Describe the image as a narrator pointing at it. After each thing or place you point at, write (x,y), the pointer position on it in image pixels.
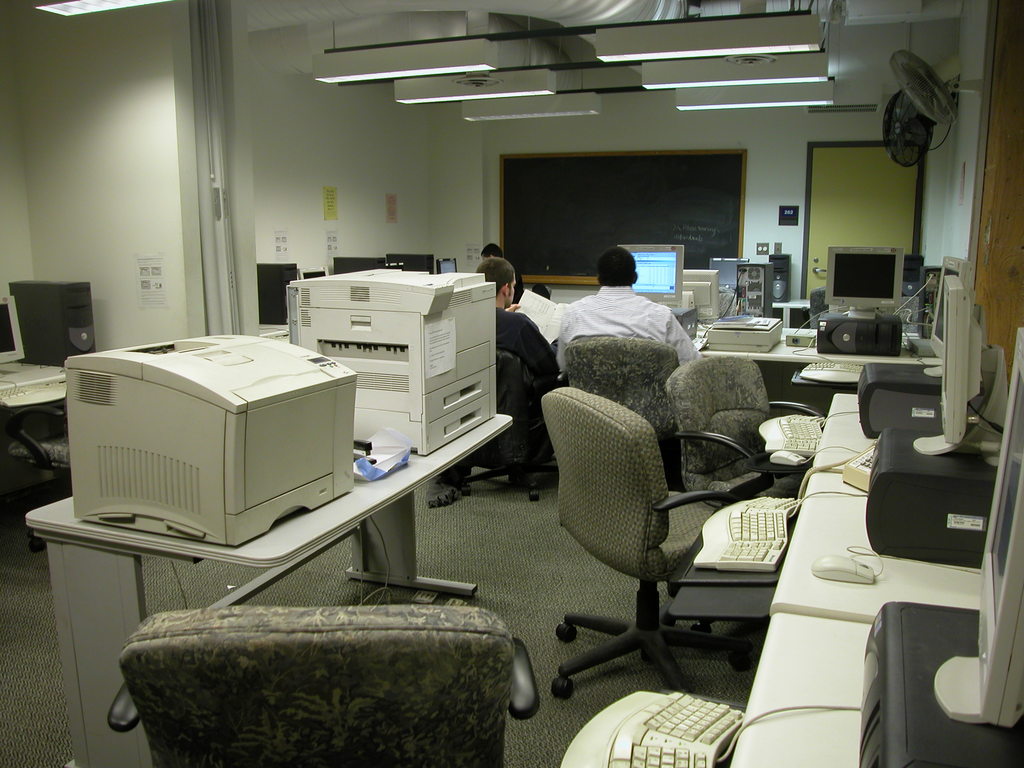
In this image, there are three people (506,302) sitting. This picture was taken in a classroom (524,564). I can see the xerox machines (253,395), CPU's (390,260), monitors (838,294), computer mouses (869,570), keyboards (754,525) and few other objects (370,472) are placed on the tables (951,590). I can see the chairs (581,505) near the tables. In front of these people (596,301), I can see a board (523,240) attached to a wall (757,197) and a door (821,264) with a door handle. At the top of the image (323,81), I can see the lights (666,28). On the right side of the image (928,131), there is a fan (912,121), which is attached to the wall (950,130).
